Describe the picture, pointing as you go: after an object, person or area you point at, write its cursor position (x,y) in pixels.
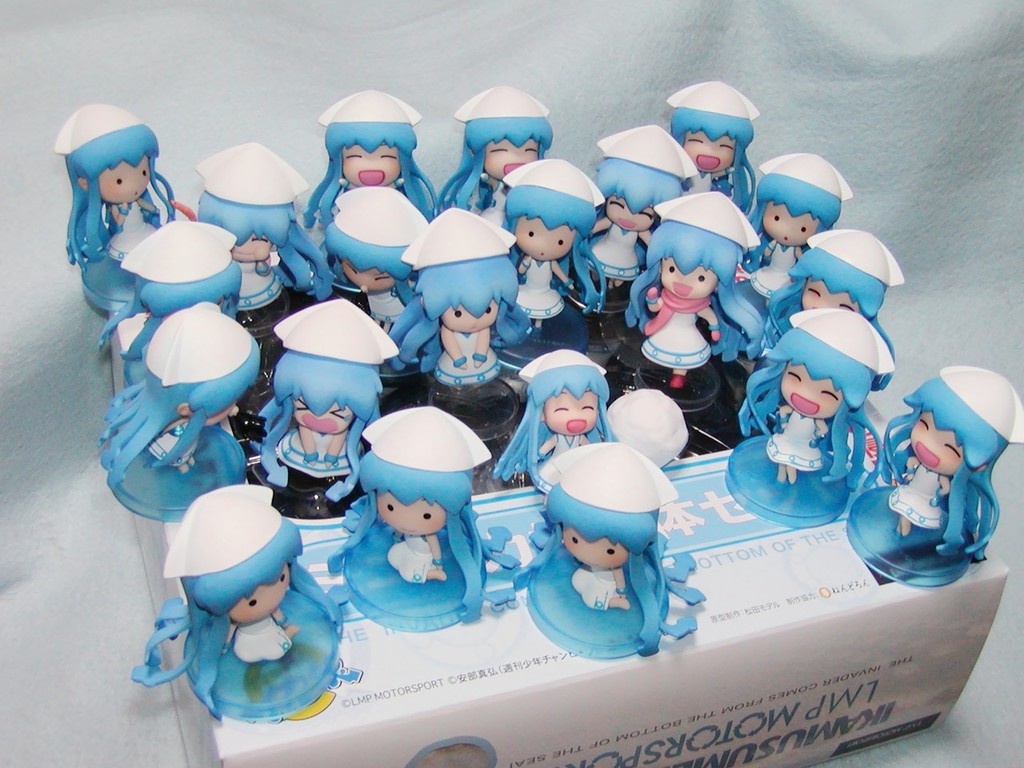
This image consists of toys (712,317) on a box (712,569) and a colored background (946,126). This image taken, maybe in a house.
